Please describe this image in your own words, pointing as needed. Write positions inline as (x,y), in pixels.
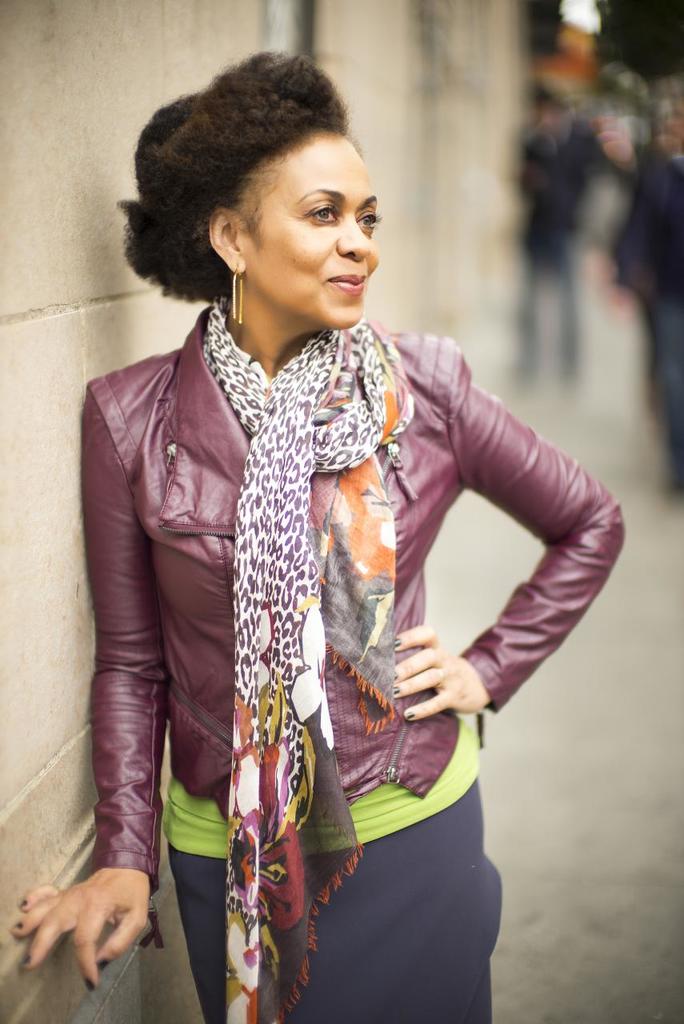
In this picture we can observe a woman (292,561) standing. There is a wall (44,144) on the left side (121,177). She is smiling. We can observe purple color jacket (206,563) and a scarf (298,407) around her neck (257,338). In the background (541,255) there are some people (532,298) standing.
